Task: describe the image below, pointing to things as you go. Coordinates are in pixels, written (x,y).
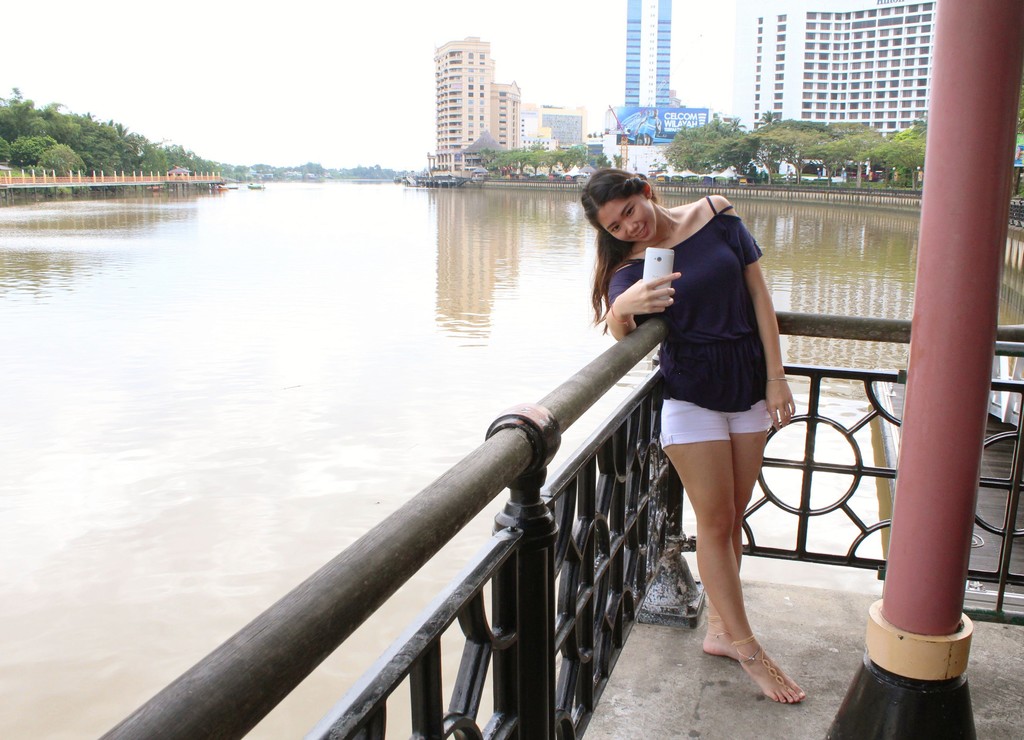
As we can see in the image there is water (219,343), trees (46,121), buildings (463,122), sky (438,39), a woman (738,382) wearing dark blue color top (731,329) and white shorts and holding a mobile phone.
